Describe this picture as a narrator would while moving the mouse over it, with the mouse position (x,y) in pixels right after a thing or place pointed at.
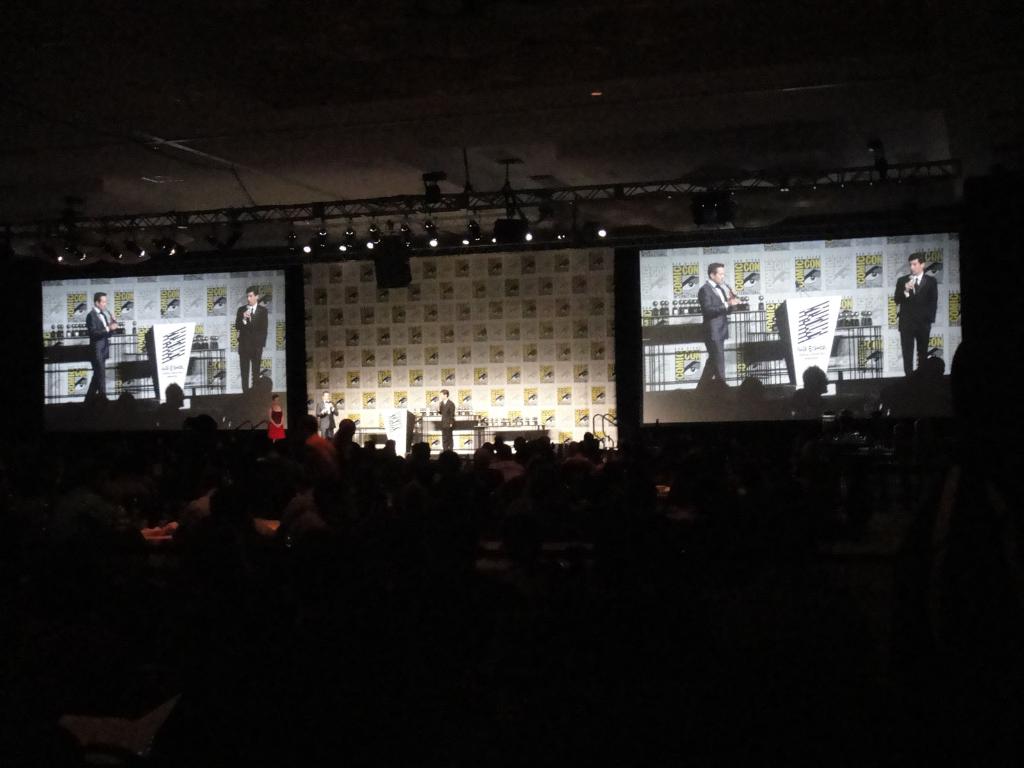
In this image there are a group of persons (385,512) sitting, there are two men (448,406) and a woman (271,427) standing on the stage (436,448), there are objects (421,422) on the stage (402,425), there are two screens (223,312), there is a wall (467,342), there is a speaker (402,272), there are lights (427,233), there is the roof (526,122) towards the top of the image (617,101), the bottom of the image (566,685) is dark.
